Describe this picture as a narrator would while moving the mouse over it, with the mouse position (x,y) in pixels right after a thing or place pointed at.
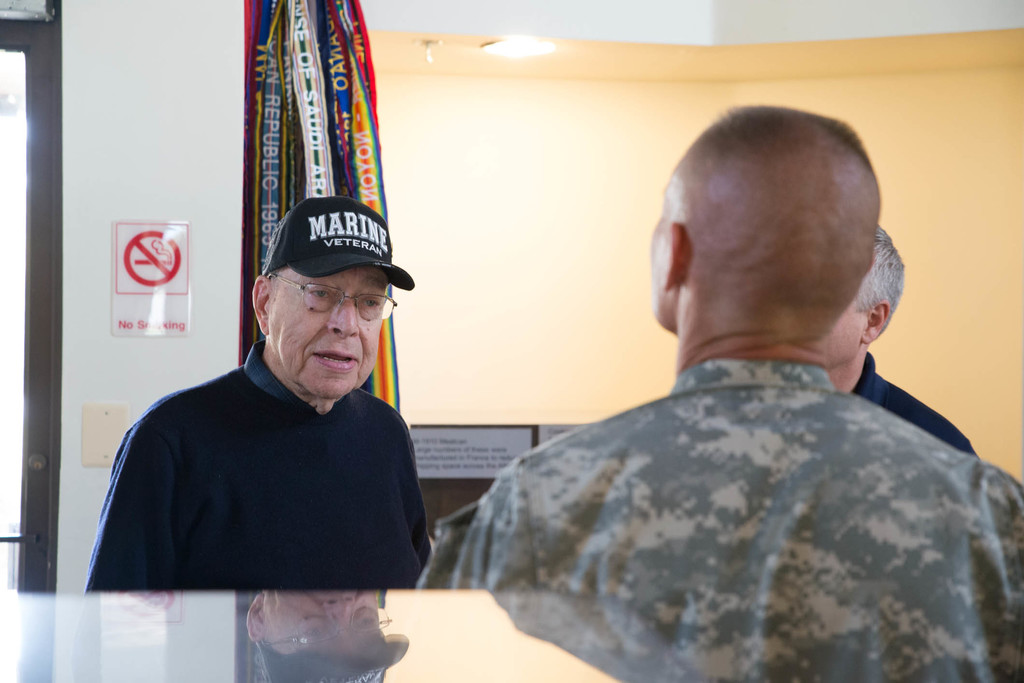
This man (307,379) is looking at the opposite person (761,327). Signboard (184,275) is on the wall (173,186). Here we can see colorful ribbons (348,140) and light (510,42). On this glass (302,639) there is a reflection (296,616) of this person (316,347).
